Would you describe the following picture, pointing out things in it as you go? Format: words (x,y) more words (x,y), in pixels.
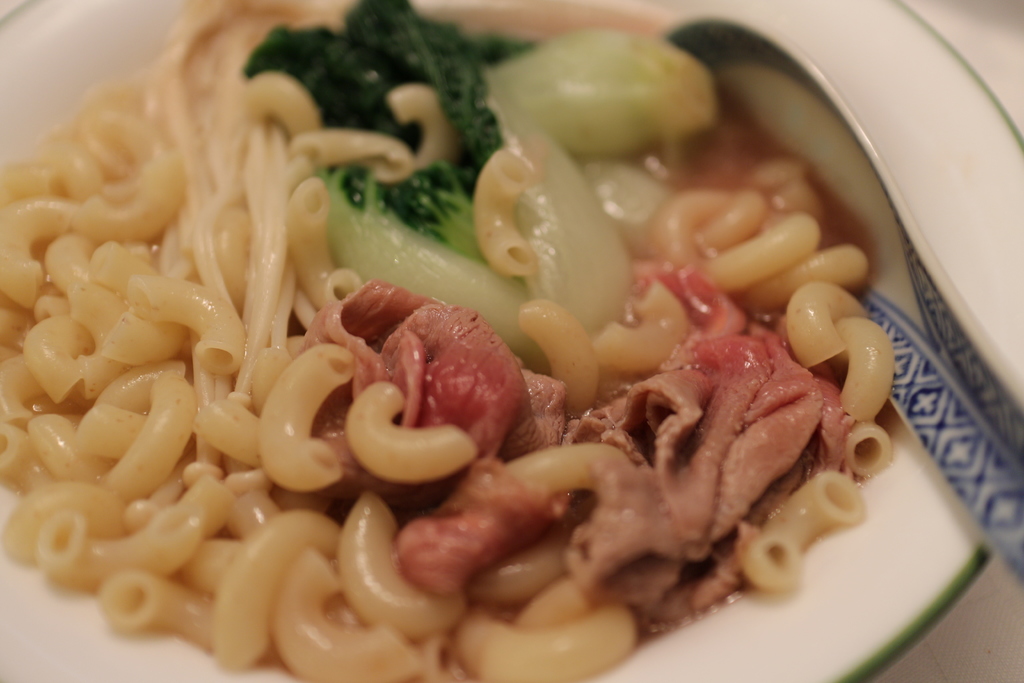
In this image there is a plate (889,594). On the plate (933,577) there is a spoon (974,367) and a food item (503,317) with pastas (306,552), noodles (184,264), meat (427,325) and some other items (460,280).
